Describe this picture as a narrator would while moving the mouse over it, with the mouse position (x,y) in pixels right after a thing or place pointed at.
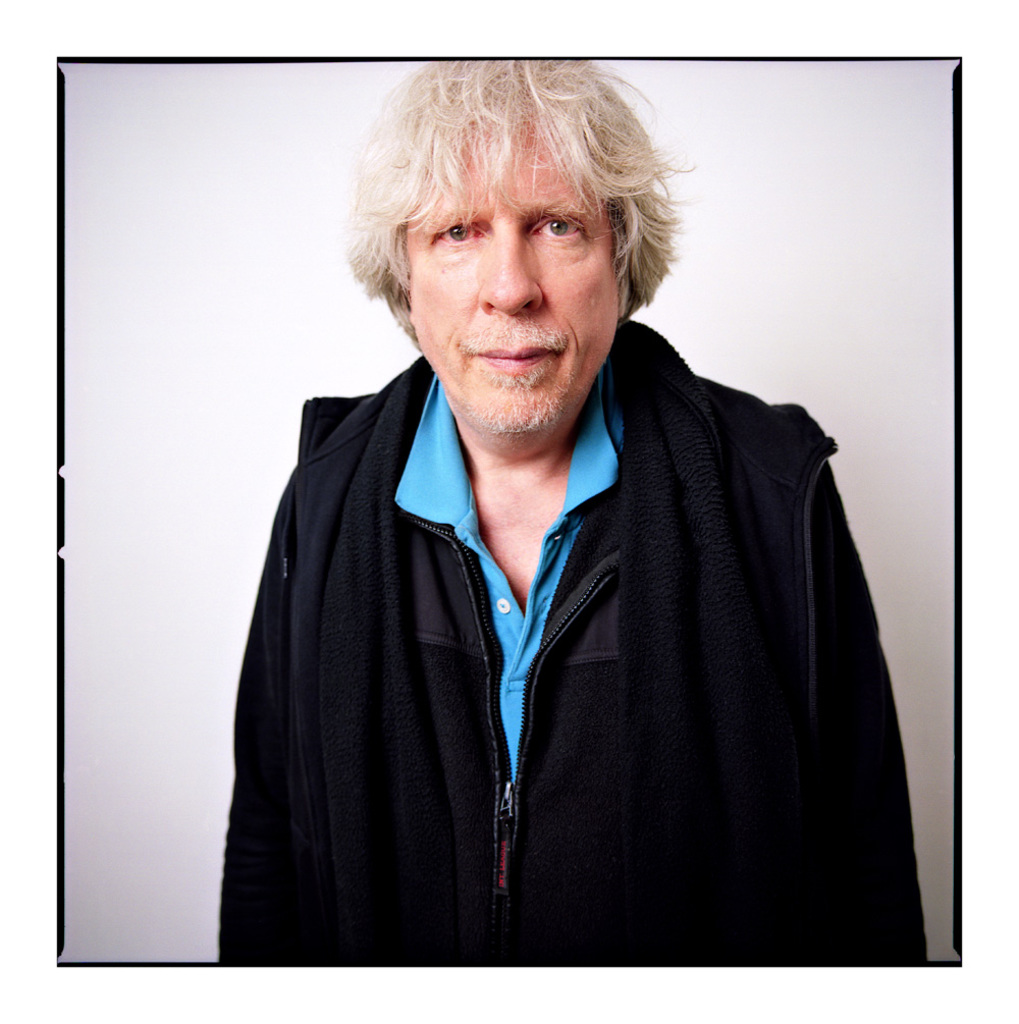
In this picture there is a man (351,778) standing and wore jacket (379,578). In the background of the image (886,357) it is white.
